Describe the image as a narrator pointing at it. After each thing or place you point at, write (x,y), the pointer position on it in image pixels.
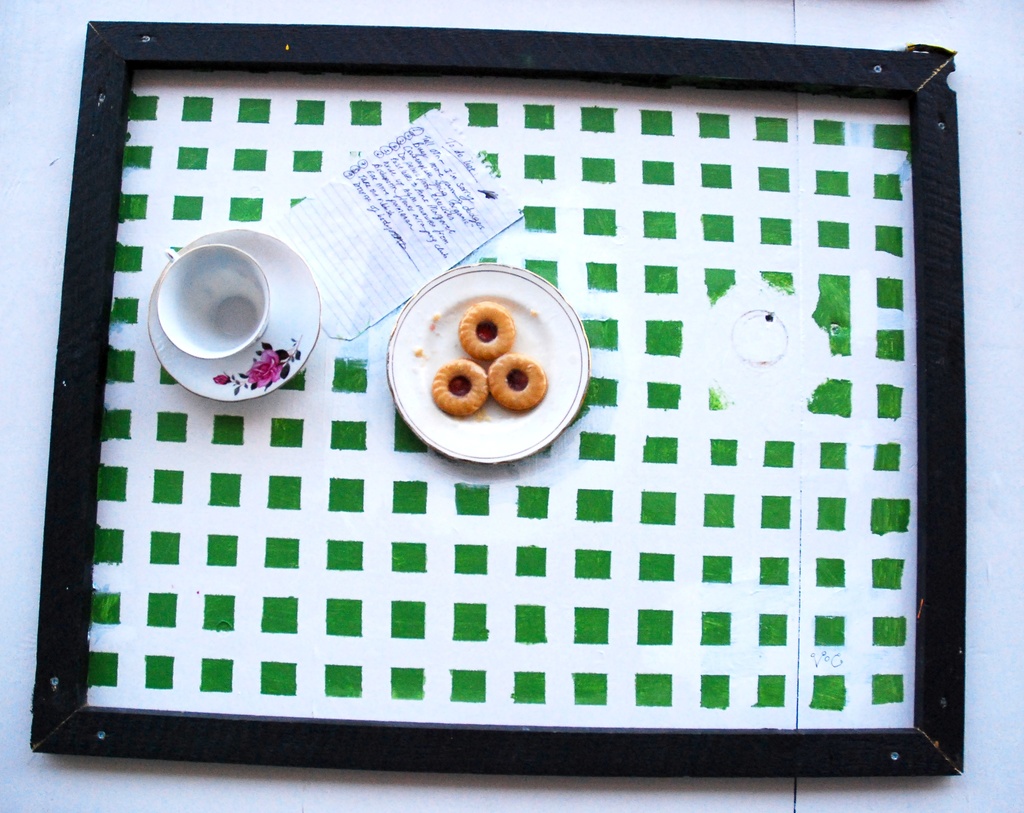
In this image we can see some food (496,332) on the plate (536,324). We can see some text (393,225) on the paper (393,225). We can see a cup (222,337) and a saucer (242,352). We can see an object (537,223) with frame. There is a white background (561,557) in the image.
